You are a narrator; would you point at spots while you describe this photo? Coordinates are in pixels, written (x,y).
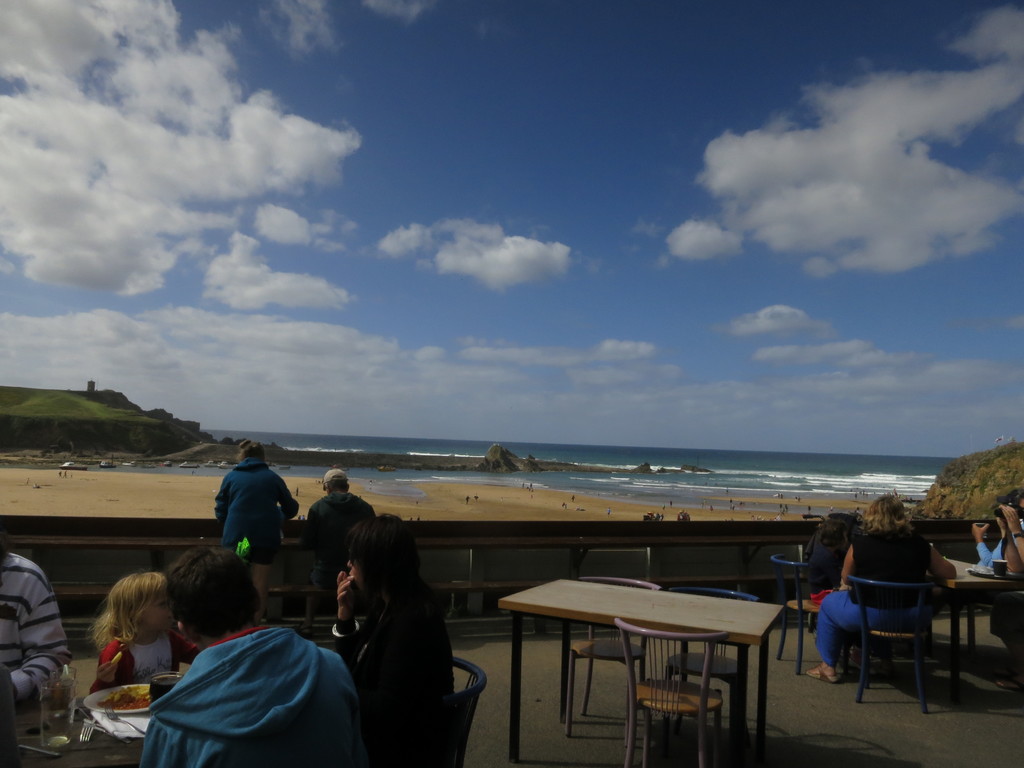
This is the image of beach (371,490), near the beach (185,509) there is a wall (526,527) and inside of the wall (666,557) there are some tables (656,615) kept on the floor (507,660) and some persons (314,583) standing and some persons (224,578) sitting on the chair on the left side (45,674) and some person (877,524) is sitting on the right side (890,524).
